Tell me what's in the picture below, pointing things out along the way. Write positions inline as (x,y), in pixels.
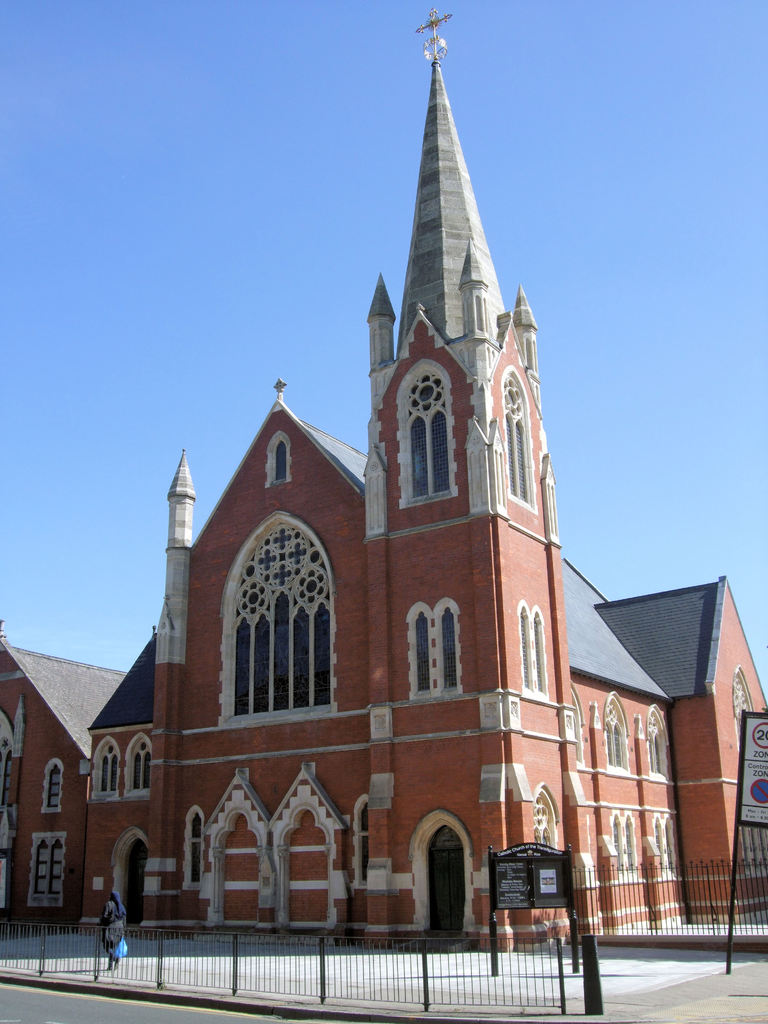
In this image, we can see a building (211,732) and there is a fence (287,959) and a person (113,930) and there are boards (496,882). At the bottom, there is a road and at the top (206,253), there is sky (176,205).
